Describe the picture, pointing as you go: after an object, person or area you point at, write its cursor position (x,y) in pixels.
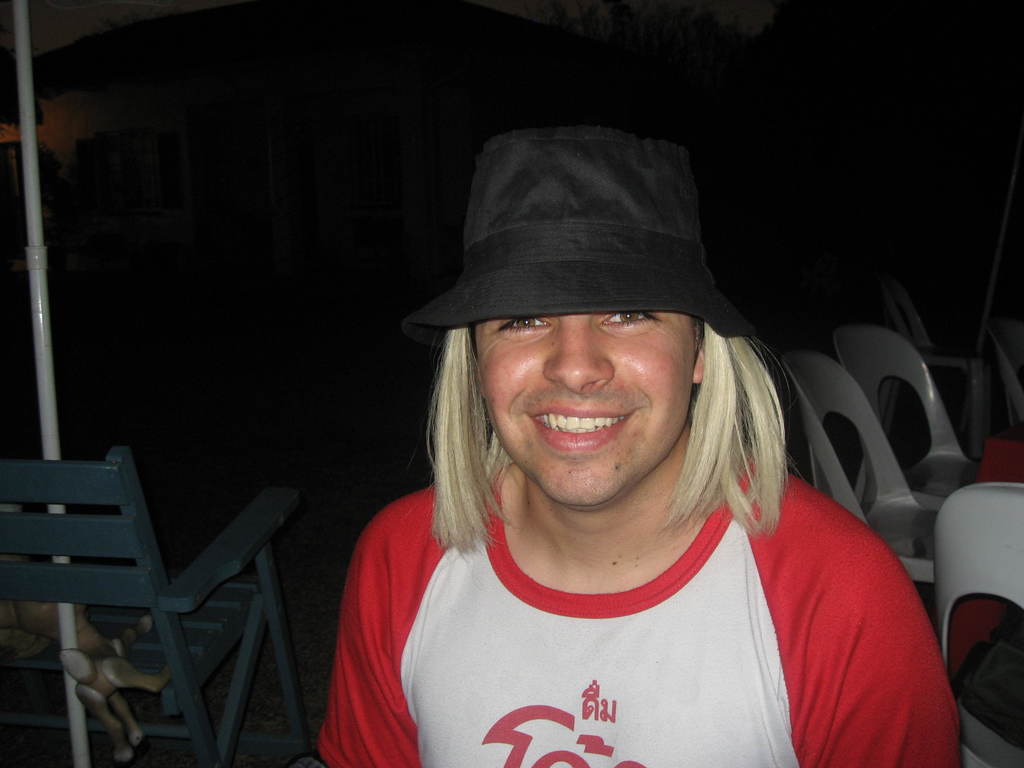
man (537,540) is wearing red and white t-shirt (450,638). He is even wearing hat (614,191) on his head (701,349). This guy (623,195) is smiling. To the left of him, we find three four five chairs (959,356) which are white in color and to the right of him we see one wooden chair (75,540). We also even find a pipe (35,206) like to the right of him.
